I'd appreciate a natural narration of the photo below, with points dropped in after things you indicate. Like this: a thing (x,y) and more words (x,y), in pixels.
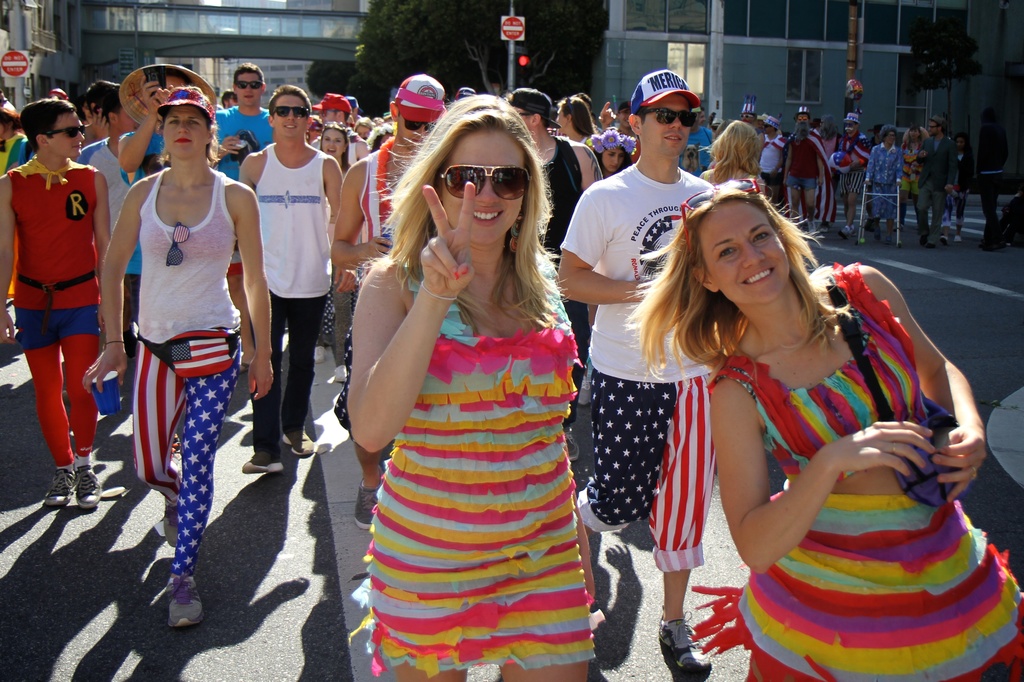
There are people (241,343) walking in the center of the image (588,326) and there are sign poles (511,54), buildings (661,49) and trees (537,13) in the background area (549,40), it seems like a bridge (177,33) at the top side (190,37).
